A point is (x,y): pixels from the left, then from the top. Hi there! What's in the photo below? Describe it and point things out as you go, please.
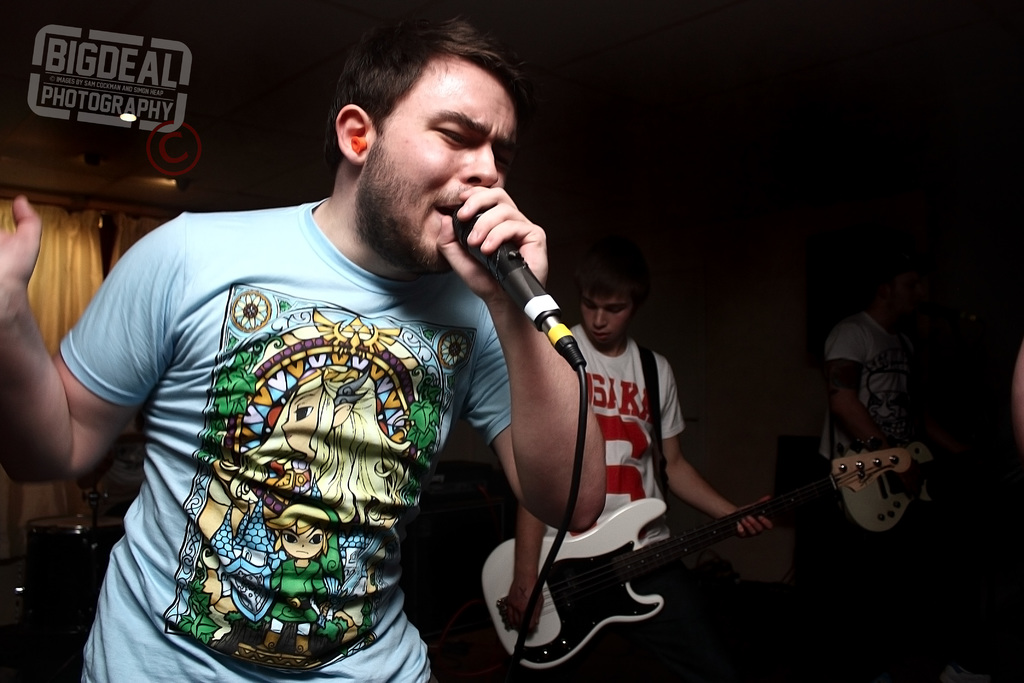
In this image we can see a man (265,418) is standing, he is wearing the sky blue color t-shirt (238,583), and holding a microphone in the hands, at back (635,399) here a man (604,333) is standing, and holding a guitar (584,544) in the hands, here is the light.
